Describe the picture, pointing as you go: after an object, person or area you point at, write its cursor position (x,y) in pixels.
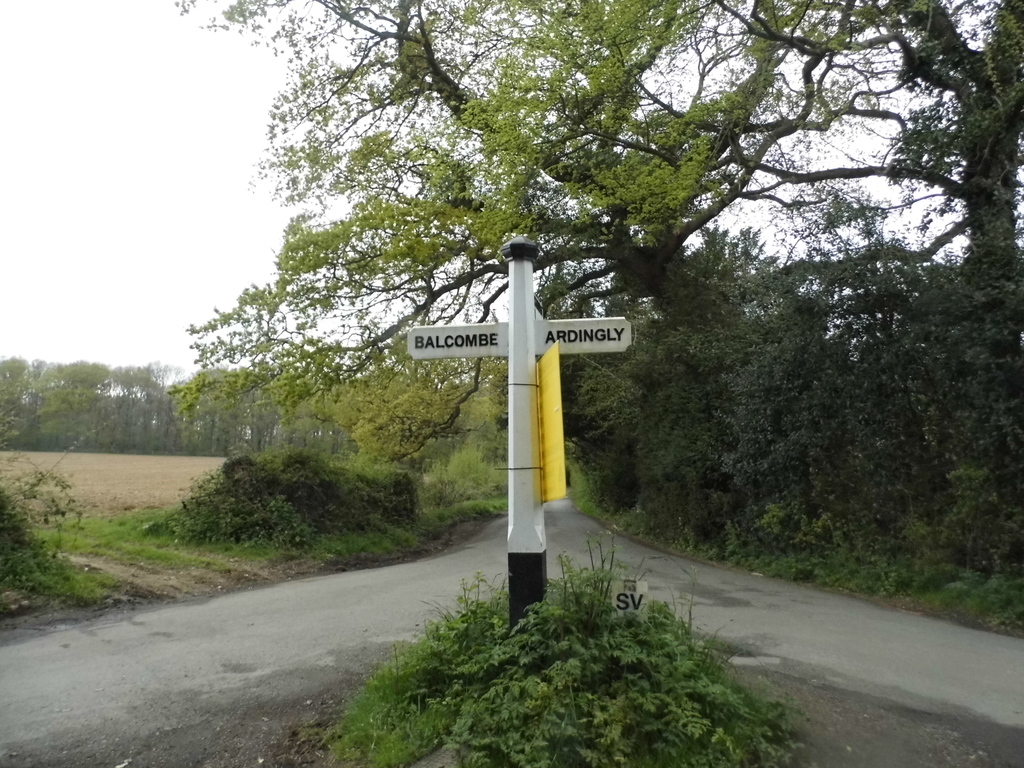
In this image I can see a white colored pole (524,523) and a yellow colored board (550,477) to the pole (527,311). I can see a plant (491,632), the road (706,579) and few trees (725,408). In the background (236,322) I can see few trees (90,368) and the sky (105,162).
